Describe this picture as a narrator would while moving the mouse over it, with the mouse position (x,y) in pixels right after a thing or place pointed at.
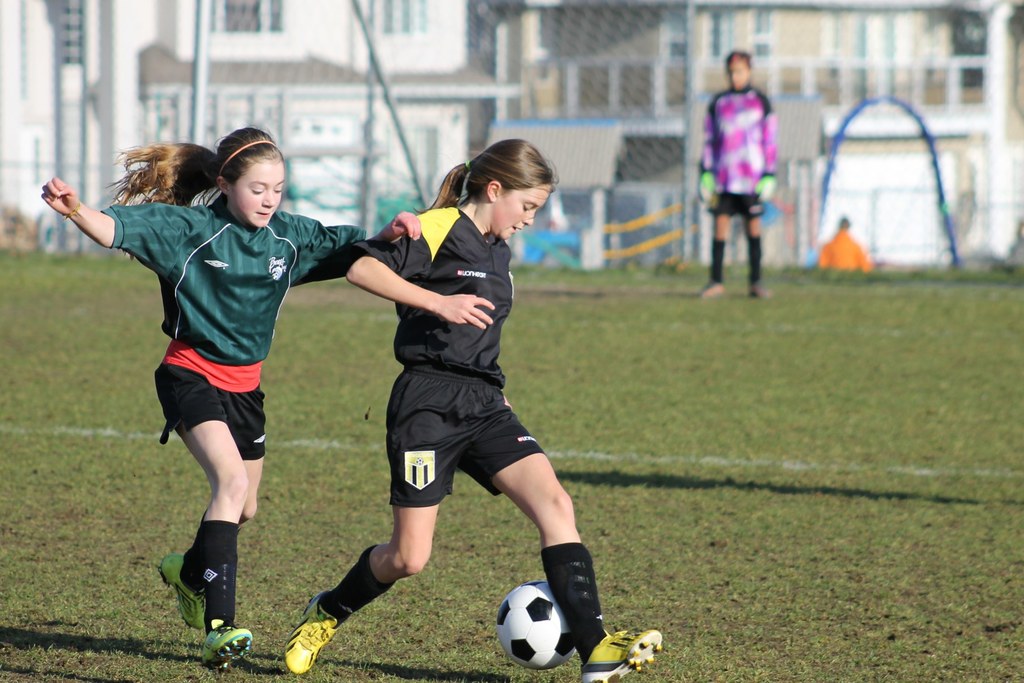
In this picture I can see two girls (486,364) playing football. I can see a metal grill fence (483,114). I can see a goalkeeper (704,172) on the right side (725,193).
